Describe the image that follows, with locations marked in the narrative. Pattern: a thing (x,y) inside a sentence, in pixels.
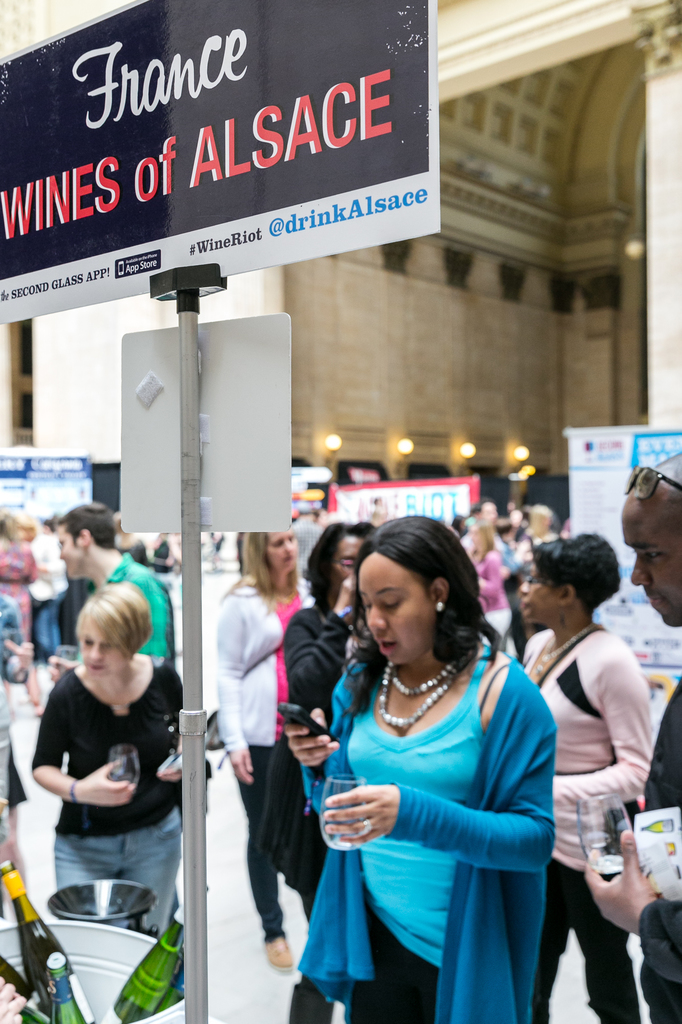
In the image we can see there are many people (341,679) standing and some of them are walking. They are wearing clothes (516,725) and some of them are wearing spectacles (344,563), necklace (421,707) and earrings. Here we can see bottles (38,969) in the container (76,959). There is a pole (198,690) and on the pole (185,527) there are two boards (177,389). Here we can see building (474,326) and lights (337,448).
